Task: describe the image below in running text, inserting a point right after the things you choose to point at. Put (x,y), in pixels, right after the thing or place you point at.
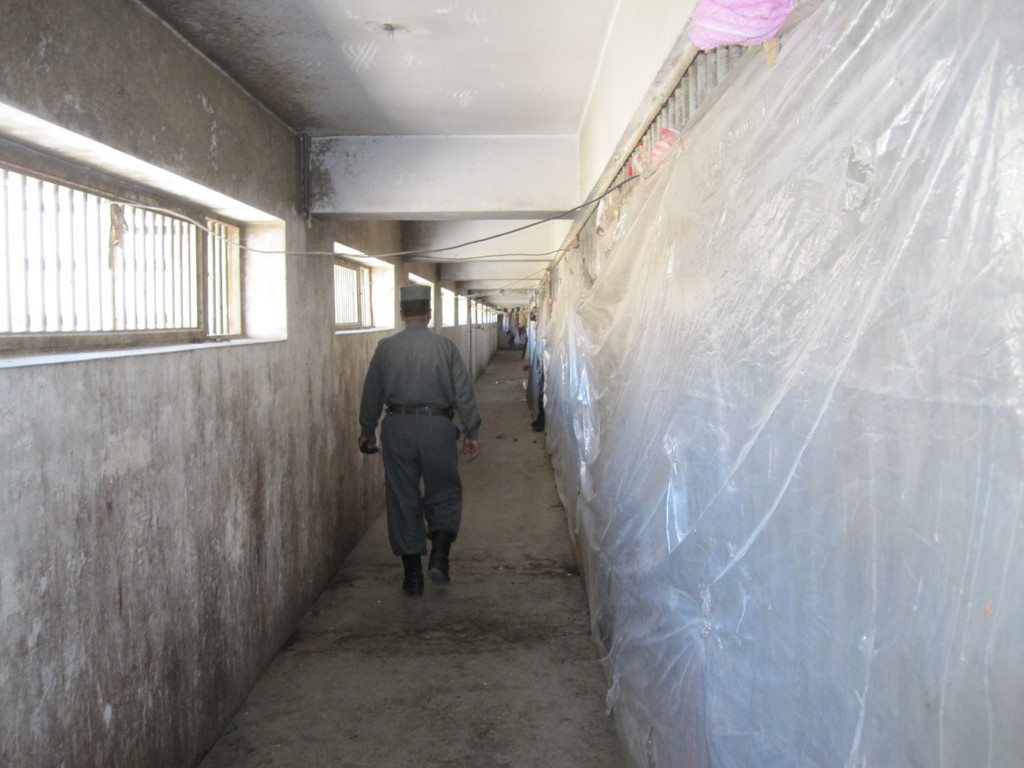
In the middle of the picture (451,432), we see the man (443,443) in the uniform (436,471) is walking. On the left side (278,471), we see a wall (233,360) in white color. We even see the windows (182,285). On the right side (695,291), we see a sheet (836,436) or cover (628,365). At the top (546,236), we see the roof (421,215) of the building (305,119).
